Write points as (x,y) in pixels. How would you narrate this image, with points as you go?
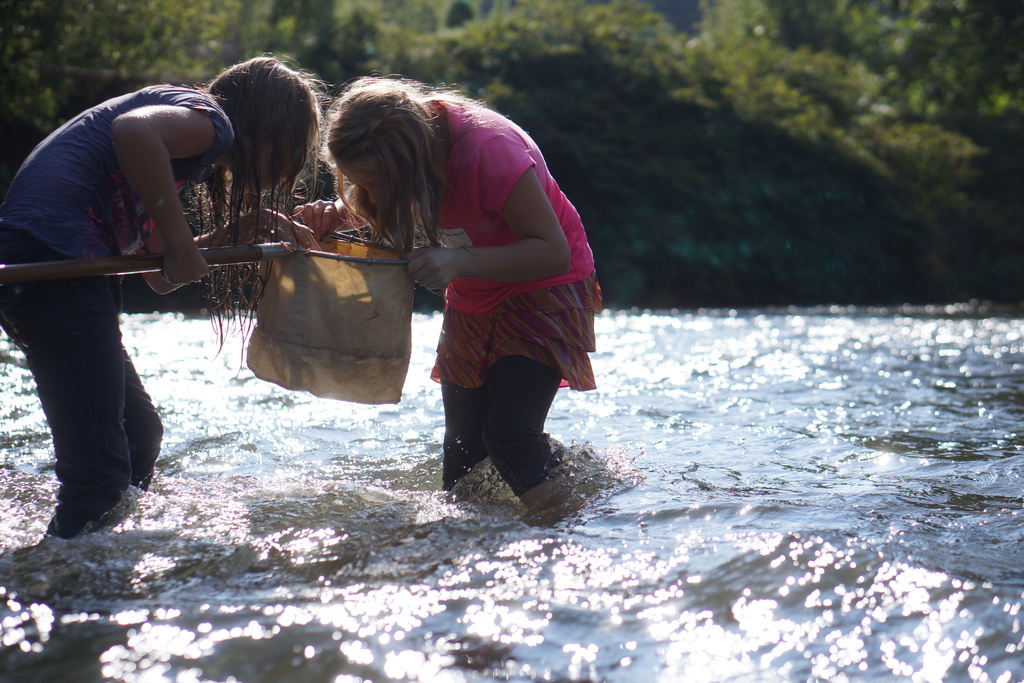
In this image I can see there are two girls (498,228) in the water (311,414), at the back side (588,98) there are trees (804,82).
